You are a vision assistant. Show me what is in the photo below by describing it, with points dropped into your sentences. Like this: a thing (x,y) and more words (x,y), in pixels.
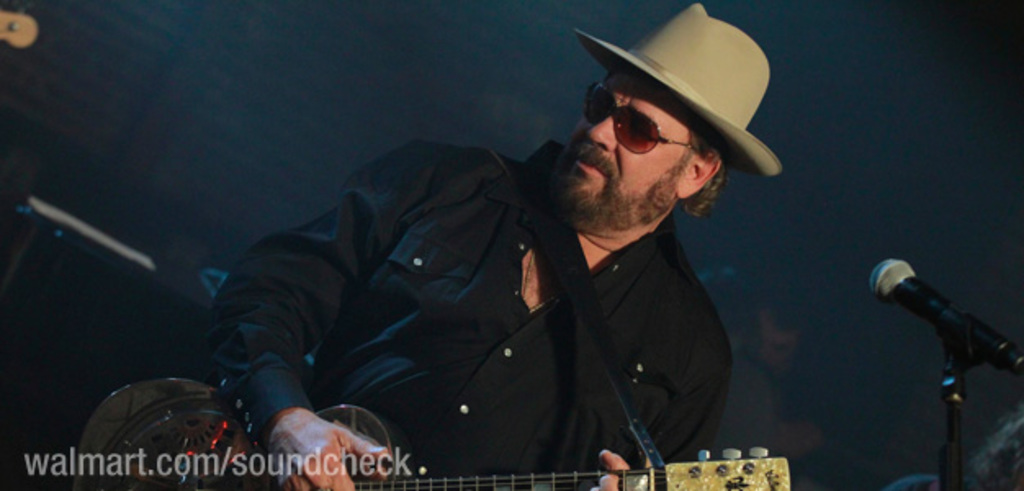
Here we can see a man (505,217) wearing a hat (703,25) and goggles (637,149), playing the guitar (163,483) with microphone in front of him.
